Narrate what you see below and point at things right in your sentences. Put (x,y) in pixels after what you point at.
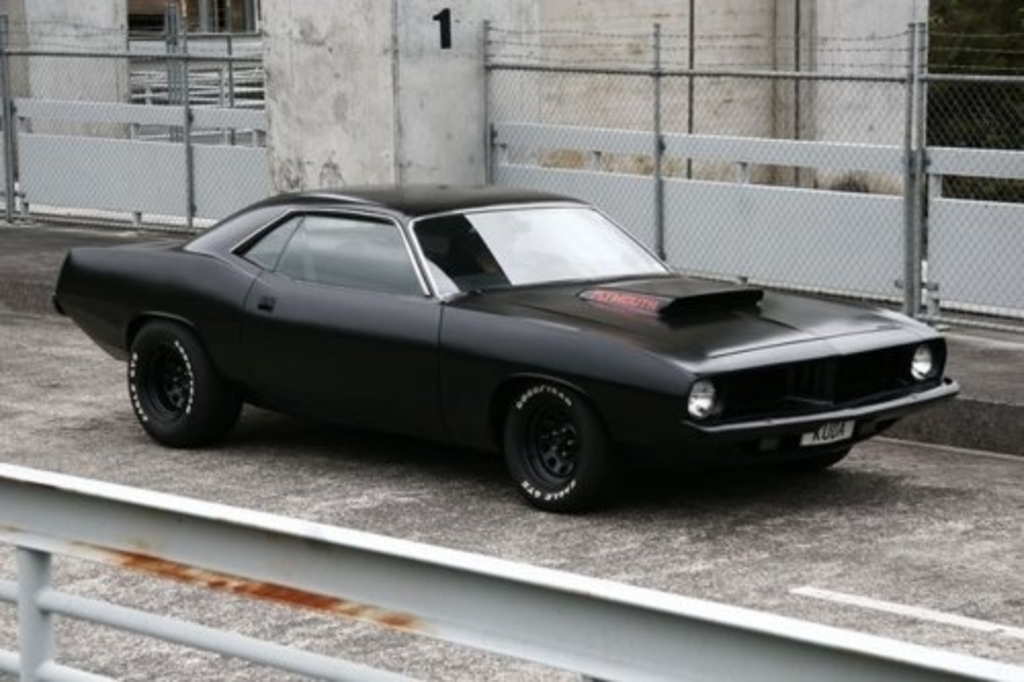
In the center of the image (631,359) we can see a car (595,237). In the background of the image (371,8) we can see the mesh (582,142), pillars (290,92), rods (224,33), wall (728,96), text (443,25) on the wall (451,77). At the bottom of the image (419,484) we can see the road (174,667) and railing (35,680).
